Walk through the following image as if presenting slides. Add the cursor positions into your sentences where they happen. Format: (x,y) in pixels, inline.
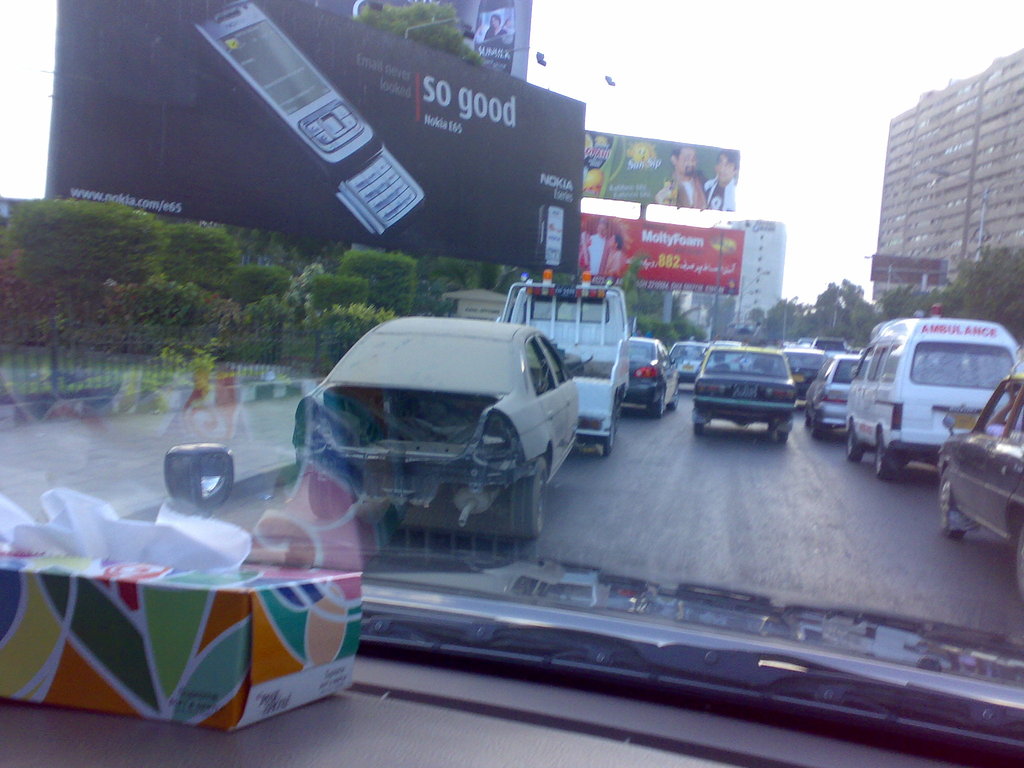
In this image we can see a group of vehicles (576,283) on the road (594,508). We can also see a fence (159,347), a group of plants (369,304), banners (511,106) with some pictures (353,152) and text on it, some poles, a signboard (918,264), lights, some buildings (1001,133) with windows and the sky (792,165). On the left side (148,546) we can see a box (344,618) which is placed beside the window (457,596) of a car (289,713).
